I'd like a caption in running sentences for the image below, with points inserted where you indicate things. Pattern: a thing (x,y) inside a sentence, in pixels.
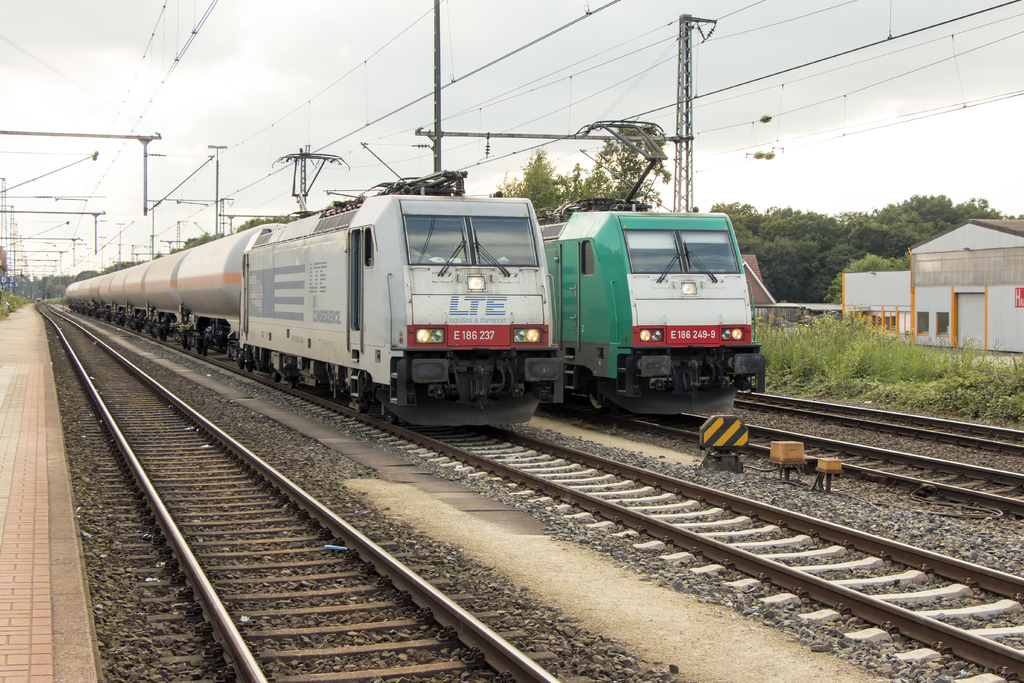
There are two trains (499,325) moving on the railway track (829,626), in the left side (36,577) there is a platform (43,432) and behind the trains (421,228) there are many poles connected with a lot of wires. In the right side (970,248) there is a house (847,307) and in front of the house (941,284) there are small plants (861,352) and behind the house (974,252) there are many trees (805,246).
